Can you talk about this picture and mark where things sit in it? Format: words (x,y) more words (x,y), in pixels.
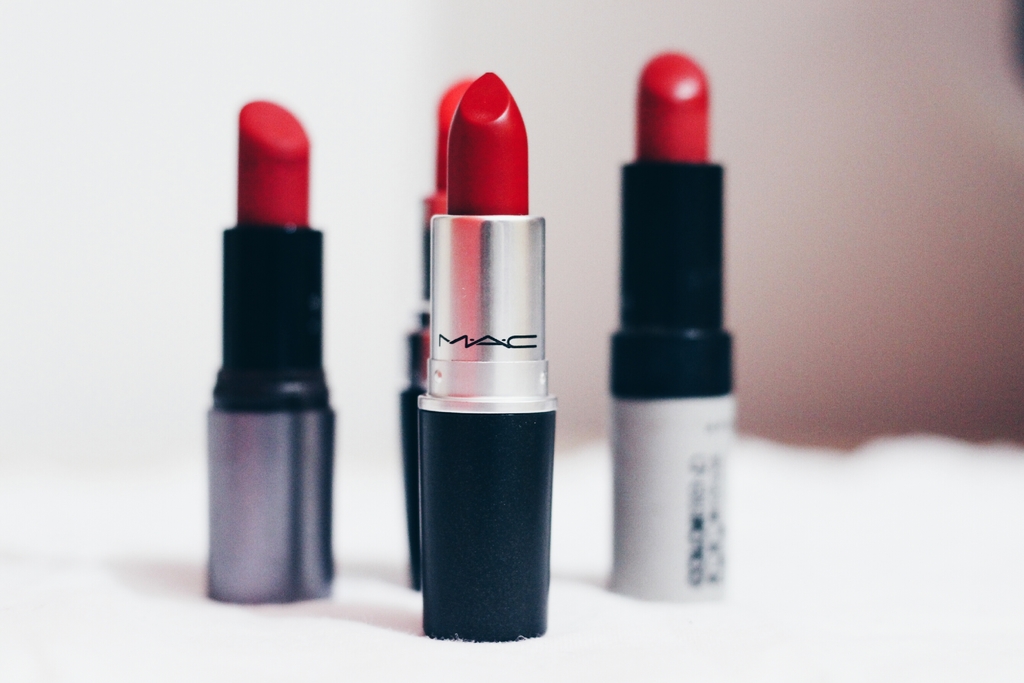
In this image there are lipsticks (262,302) and the background (362,357) is blurry.
